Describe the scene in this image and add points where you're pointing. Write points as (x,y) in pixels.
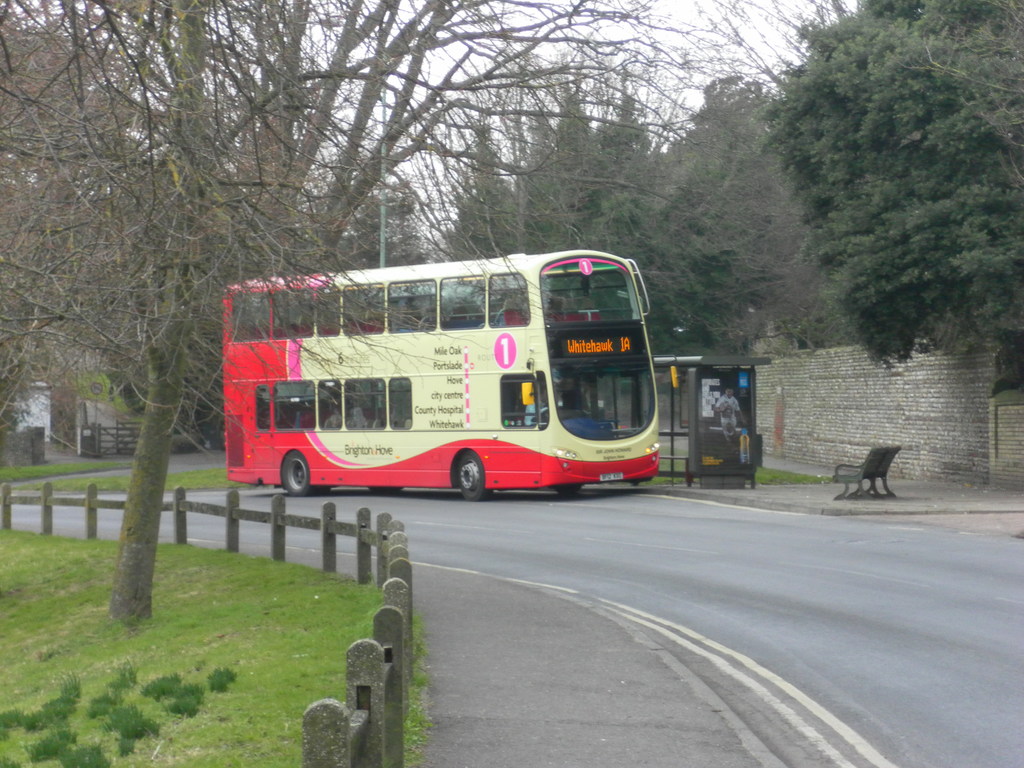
In the image there is a bus (439,388) on the road (202,527) and on the left side (80,620) there is a small garden (188,558) with a dry tree (168,295). Around that bus (252,324) there are many trees (620,186) behind the wall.
